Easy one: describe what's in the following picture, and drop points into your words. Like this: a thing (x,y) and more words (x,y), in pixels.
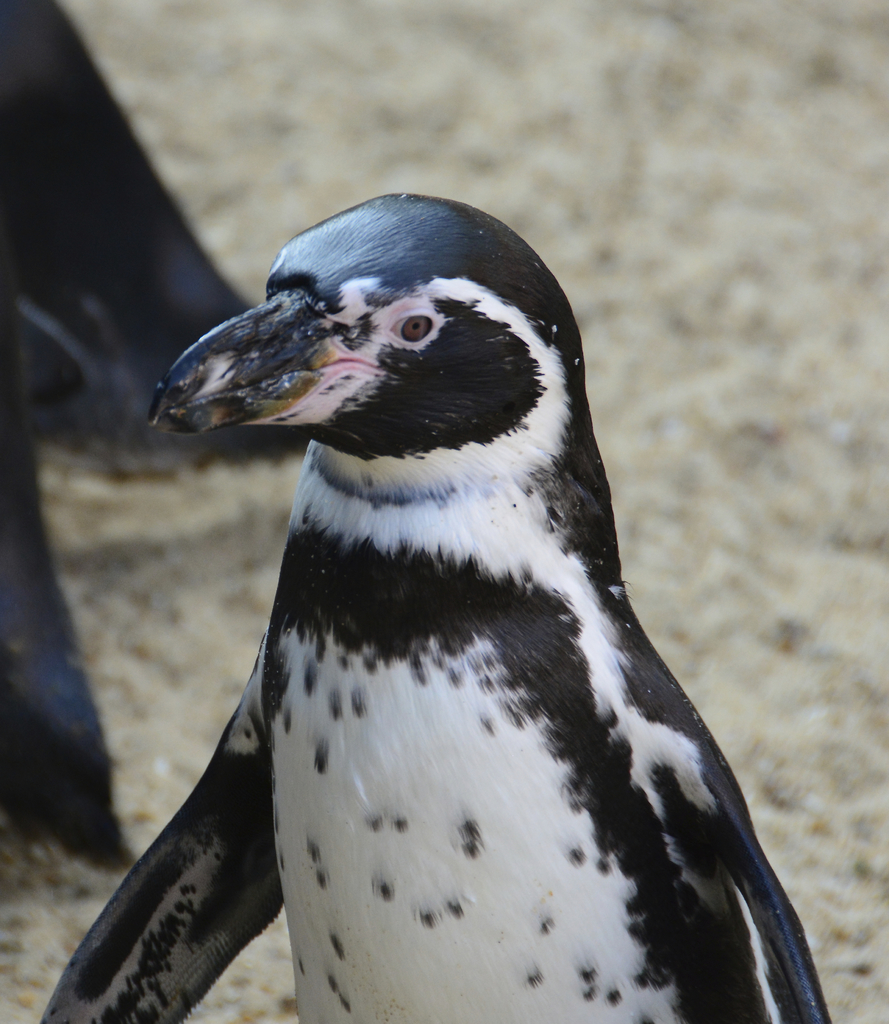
In this image there is a penguin (417,608) in the middle (443,646). The colour of penguin (454,596) is black and white. In the background (700,293) there is ground (619,168).
